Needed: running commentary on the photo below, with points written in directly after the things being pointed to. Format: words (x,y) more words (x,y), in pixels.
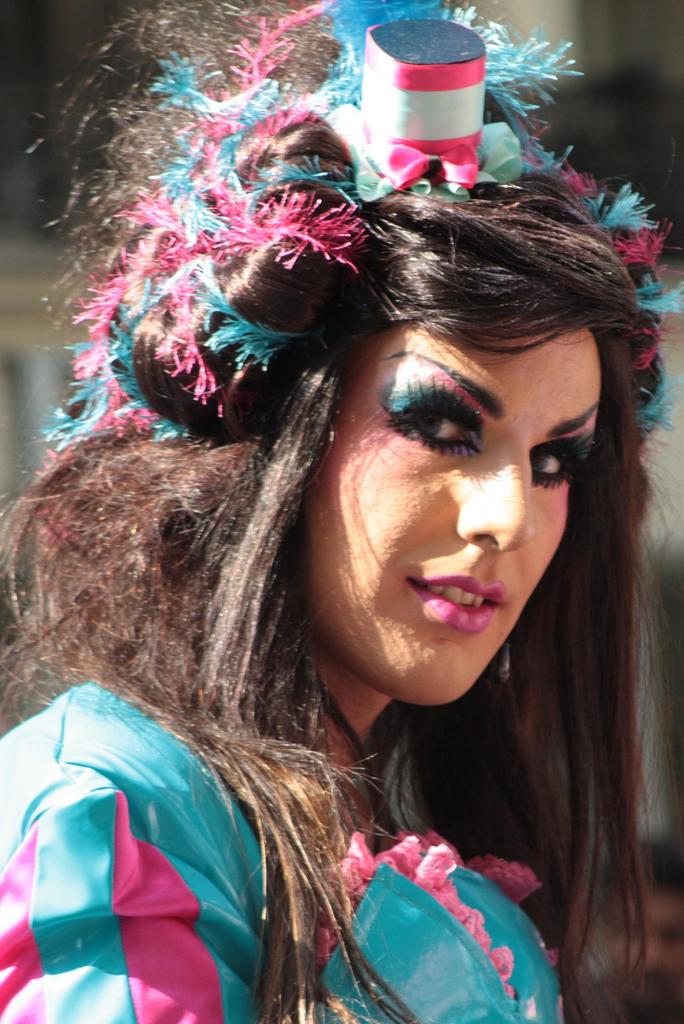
In this picture, I can see a woman (125,900) standing top of the head (449,406). I can see an object (447,73) tied to her hair (303,253) and i can see a woman eyebrows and eyes (423,413) are colored.
